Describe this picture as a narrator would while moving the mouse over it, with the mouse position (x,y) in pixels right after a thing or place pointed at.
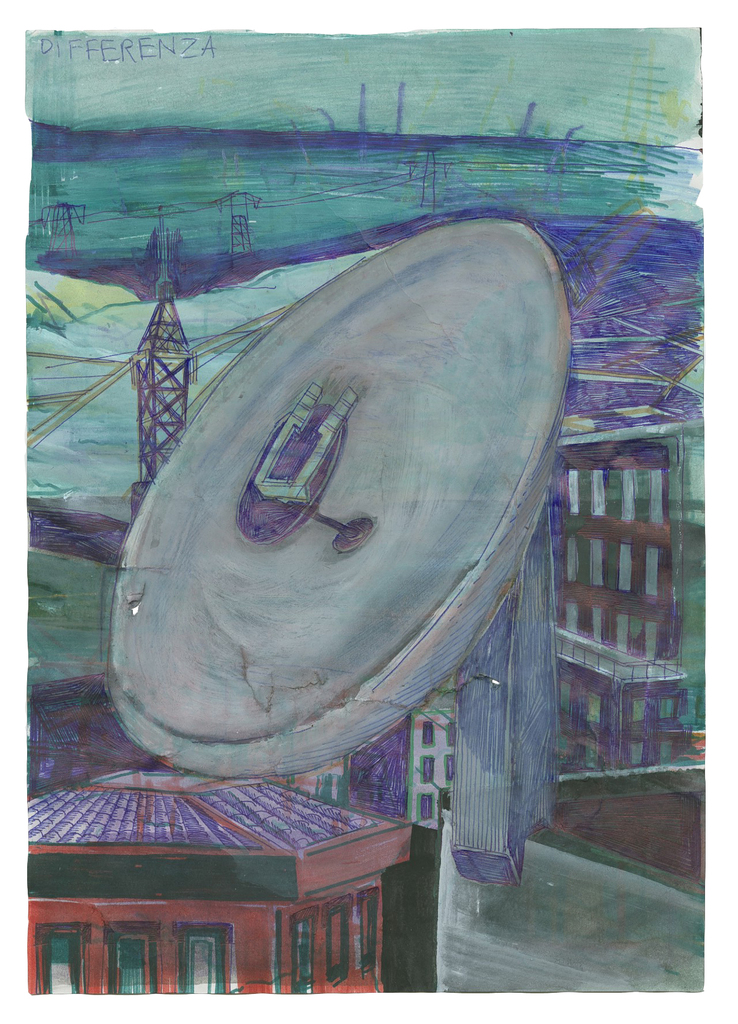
In this picture we can see painting (144,864) of buildings (670,484), towers (148,377) and some objects (320,377).
